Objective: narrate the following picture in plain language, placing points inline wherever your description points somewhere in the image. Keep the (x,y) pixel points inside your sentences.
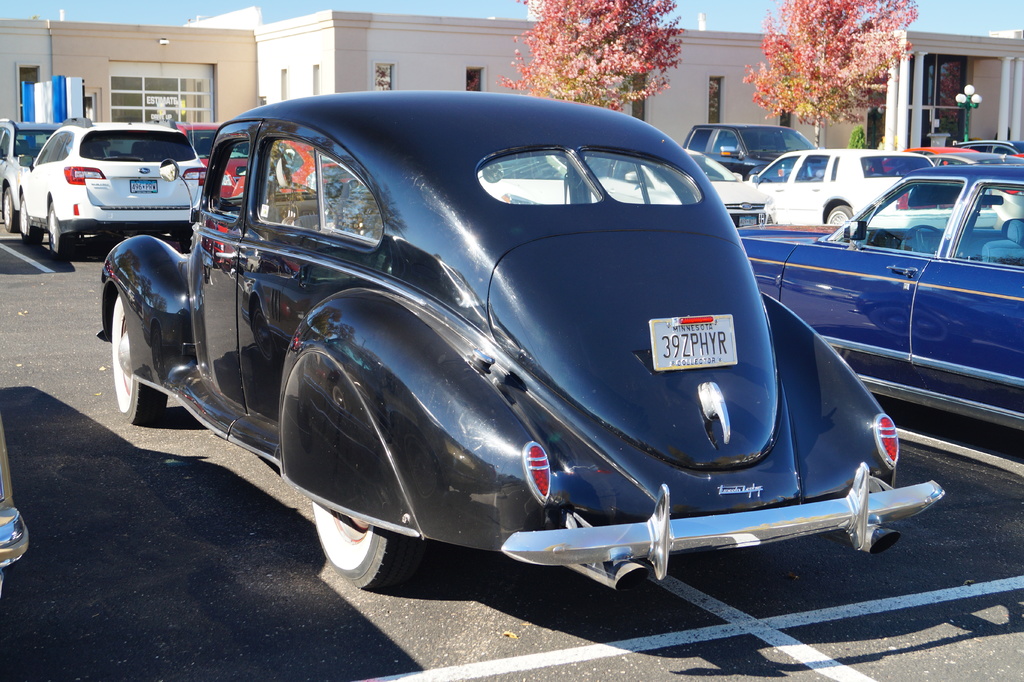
In this image we can see group of vehicles (548,214) parked in a parking lot (428,655). In the background (561,56), we can see a building (674,74), group of trees (599,57), pole (964,104) and sky (253,5).
